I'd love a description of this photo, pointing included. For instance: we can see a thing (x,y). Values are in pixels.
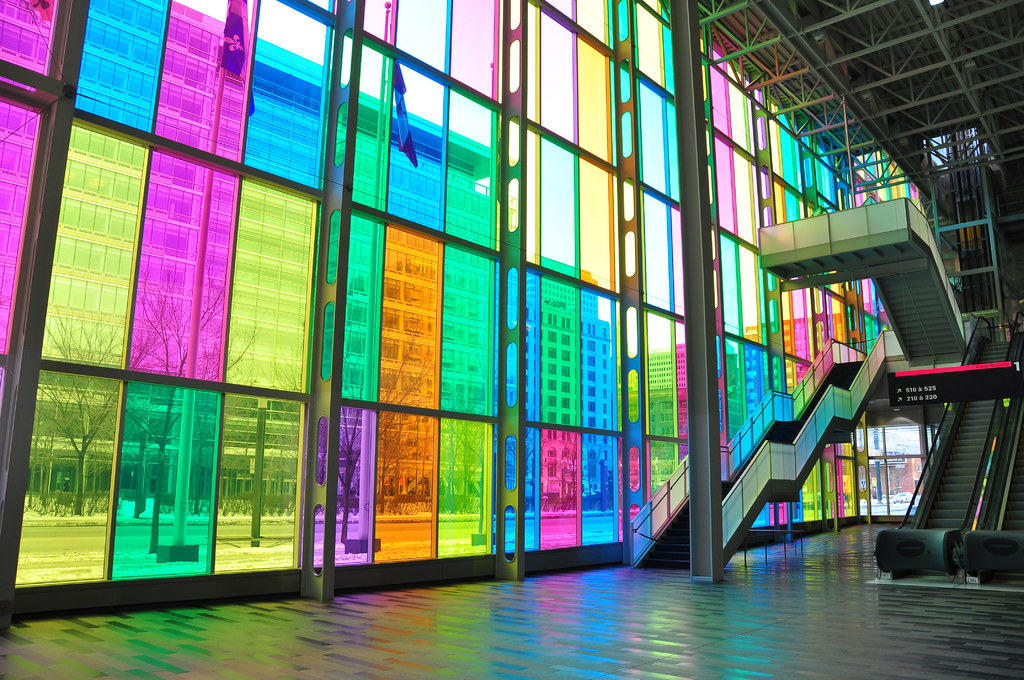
This picture shows stairs (658,560) and couple escalators (1007,562) in order to climb up and we see different color glasses (614,306) to the buildings (776,290) and we see other buildings (558,343) from the glasses (514,379) and trees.
